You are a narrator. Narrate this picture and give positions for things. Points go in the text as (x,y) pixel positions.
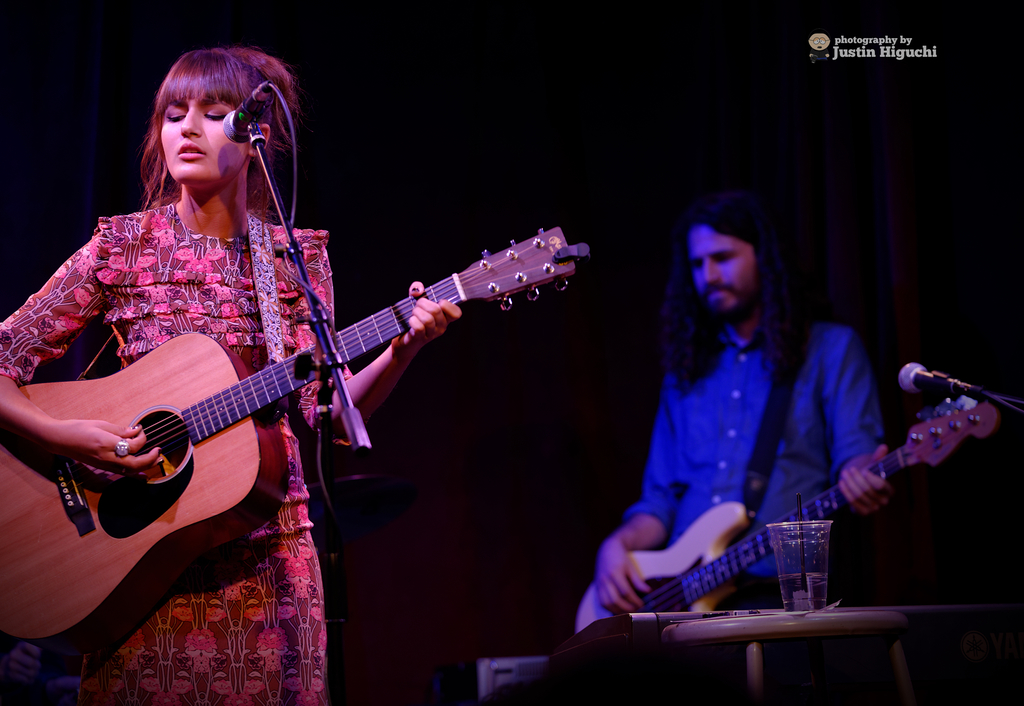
Background (802,175) is very dark. Here we can see a man (731,379) and a woman (308,388) standing in front of a mike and playing guitar (198,424). We can see a glass (807,609) of water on the table (768,620).
